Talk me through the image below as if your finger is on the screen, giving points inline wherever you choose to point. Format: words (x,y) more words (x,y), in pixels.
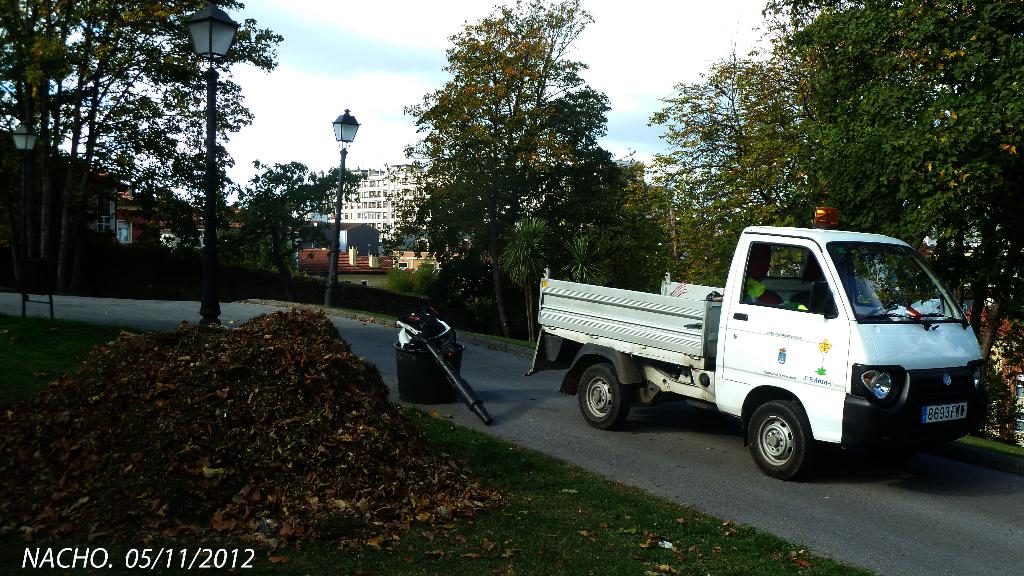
This picture is of outside the city. In the foreground (598,540) we can see the green grass (583,526) and dry leaves (297,399). In the center (455,344) there is a basket (433,361) including some items (438,341). On the right (862,292) there is a tempo (854,370). On the left (209,46) we can see the street lamps (198,54). In the background (468,42) there are trees (570,133), buildings (366,202), poles (208,114) and the sky (651,105) and on the bottom left corner (108,559) there is a watermark (183,563) on the image.
